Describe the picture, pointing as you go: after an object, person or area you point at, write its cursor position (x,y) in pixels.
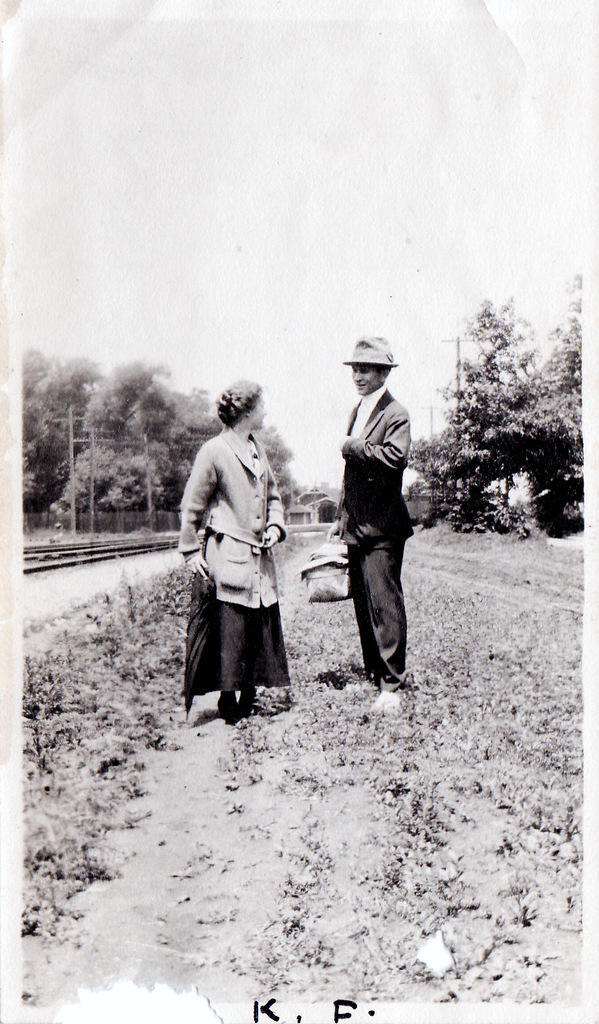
In the image we can see a man (343,500) and a woman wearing clothes (372,469) and the man (340,518) is wearing the hat (356,364). Here we can see grass (410,715), train track (121,555), trees (127,464) and the sky (206,228).
